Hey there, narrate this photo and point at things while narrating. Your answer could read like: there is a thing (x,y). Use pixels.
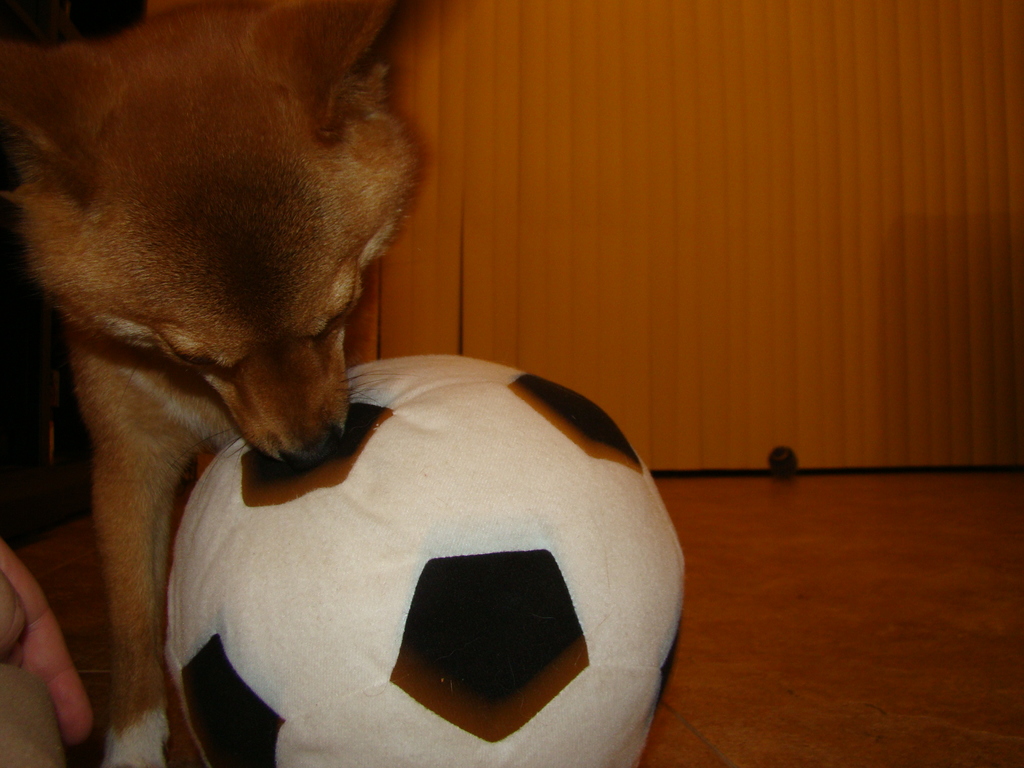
Here we can see a dog (330,162) on the floor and we can see ball (445,504). Background (850,159) it is orange.
